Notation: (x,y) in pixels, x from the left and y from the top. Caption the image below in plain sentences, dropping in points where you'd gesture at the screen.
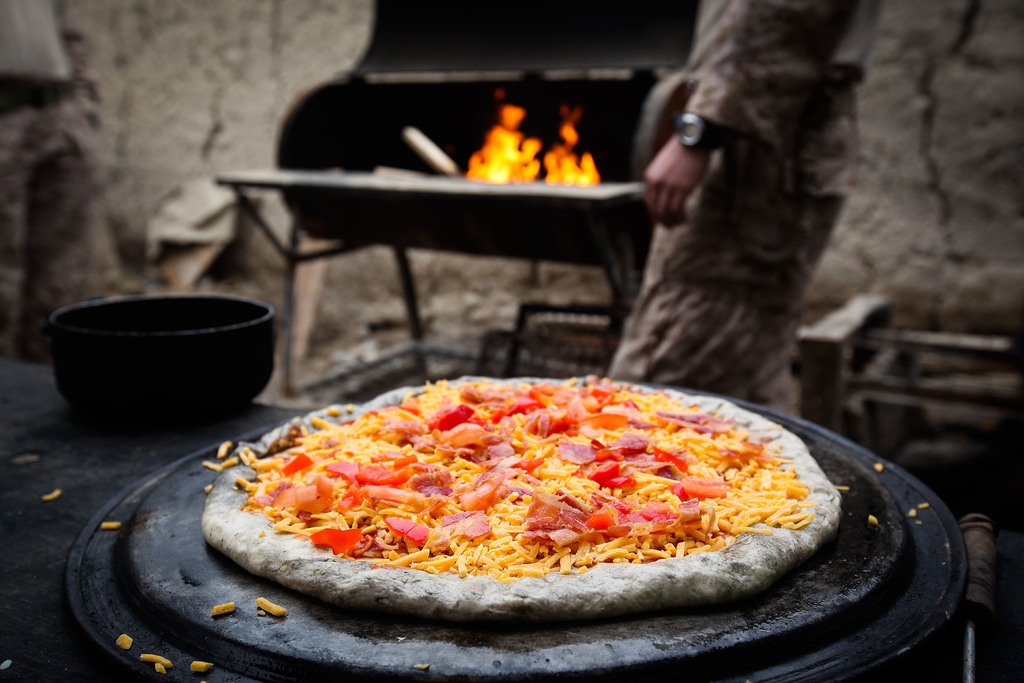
In this picture we can see a pizza (381,545) and in the background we can see a person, bowl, fire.
